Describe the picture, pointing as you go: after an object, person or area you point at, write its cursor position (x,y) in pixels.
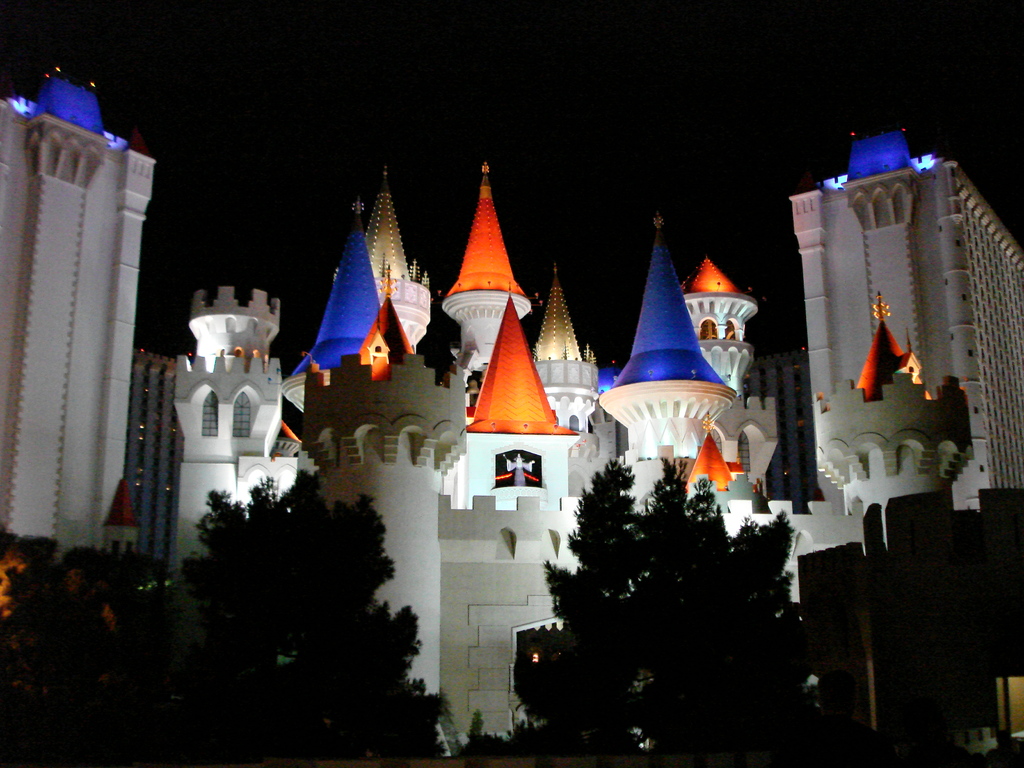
In this image I can see buildings (340,490) and trees (383,621). The background of the image (450,244) is dark.
